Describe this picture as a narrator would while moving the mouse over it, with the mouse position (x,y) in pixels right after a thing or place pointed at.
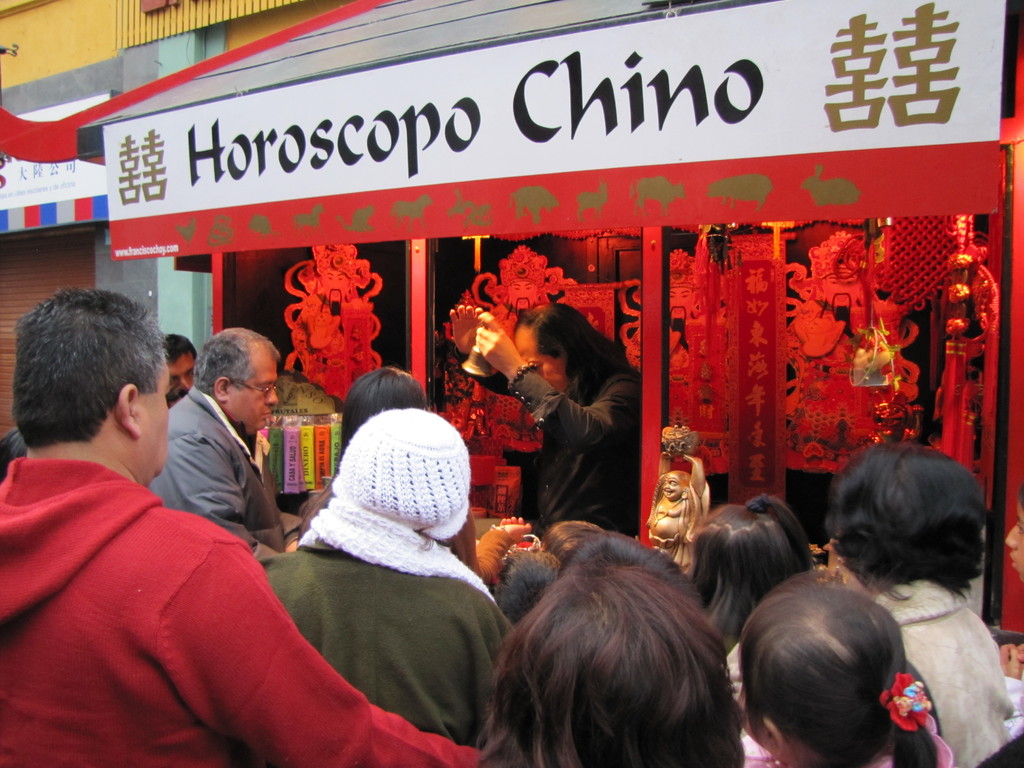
In this picture I can see a building (56,177) and a store (643,486) and I can see few people (164,423) standing and a man (503,372) holding a bell (489,366) in his hand (494,343) and I can see a statue (680,487) and I can see a Board (492,210) with some text (445,137).
